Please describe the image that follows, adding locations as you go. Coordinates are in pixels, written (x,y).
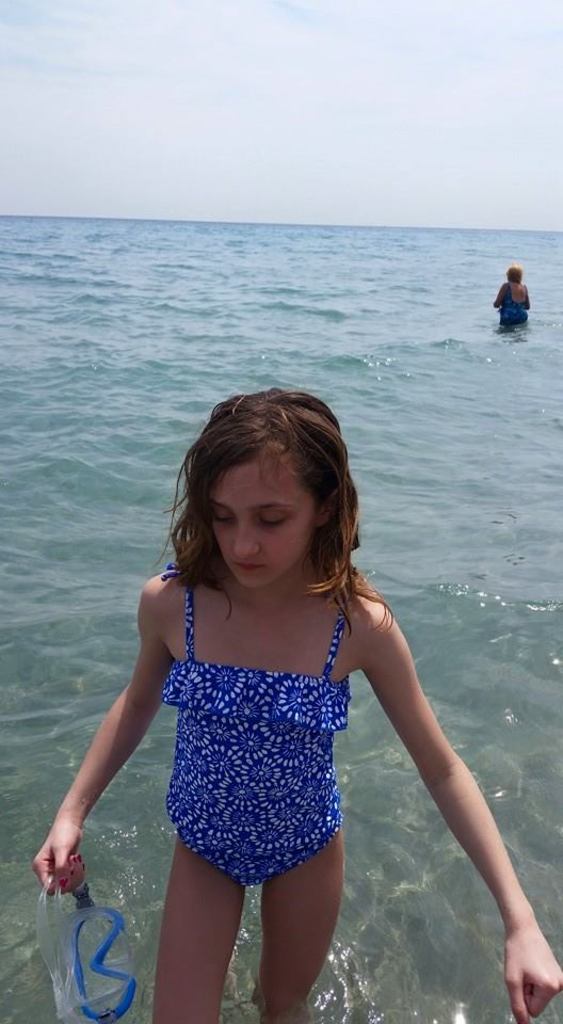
Here we can see two people (511,310) and water (211,356).
